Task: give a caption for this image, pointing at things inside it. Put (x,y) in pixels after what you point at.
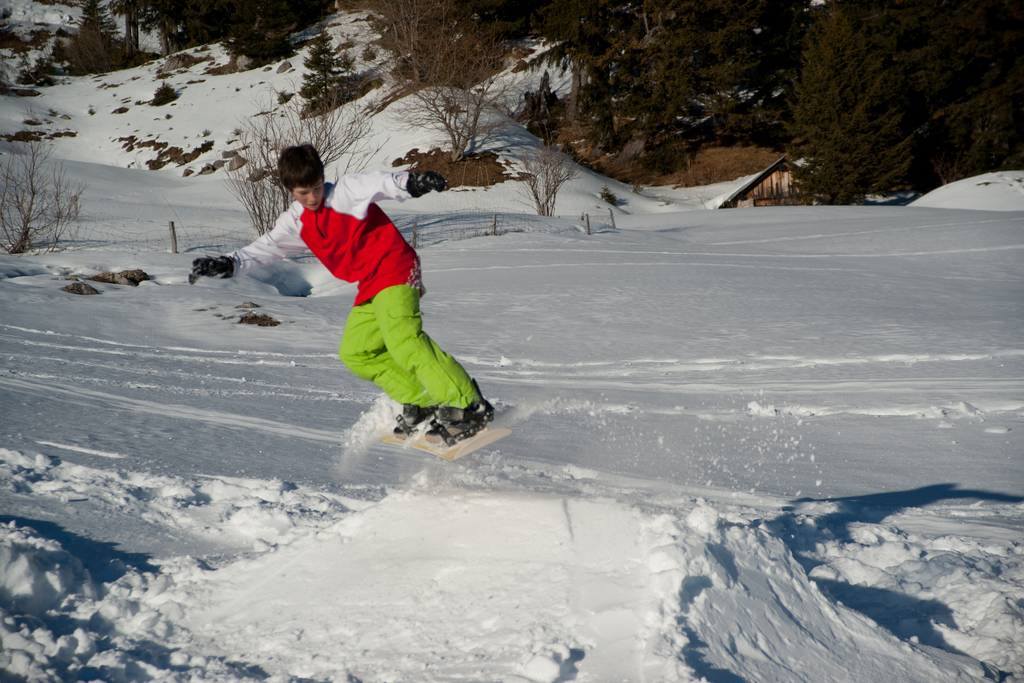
In this image there is a boy (348,253) skating on the surface of the snow (358,489). In the background (892,93) there is a hut (759,201) and trees (588,72).
